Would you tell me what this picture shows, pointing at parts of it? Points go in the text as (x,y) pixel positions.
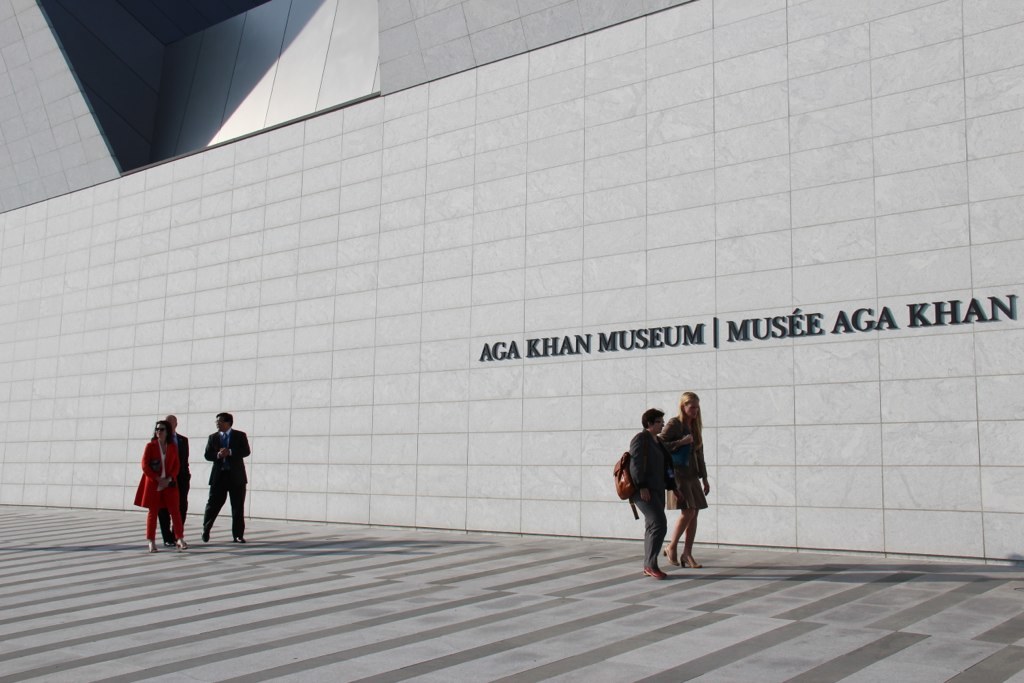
In this image we can see the wall (503,173) with the name (919,318) of the museum. We can also see a few people (681,444) walking on the path (580,612).
